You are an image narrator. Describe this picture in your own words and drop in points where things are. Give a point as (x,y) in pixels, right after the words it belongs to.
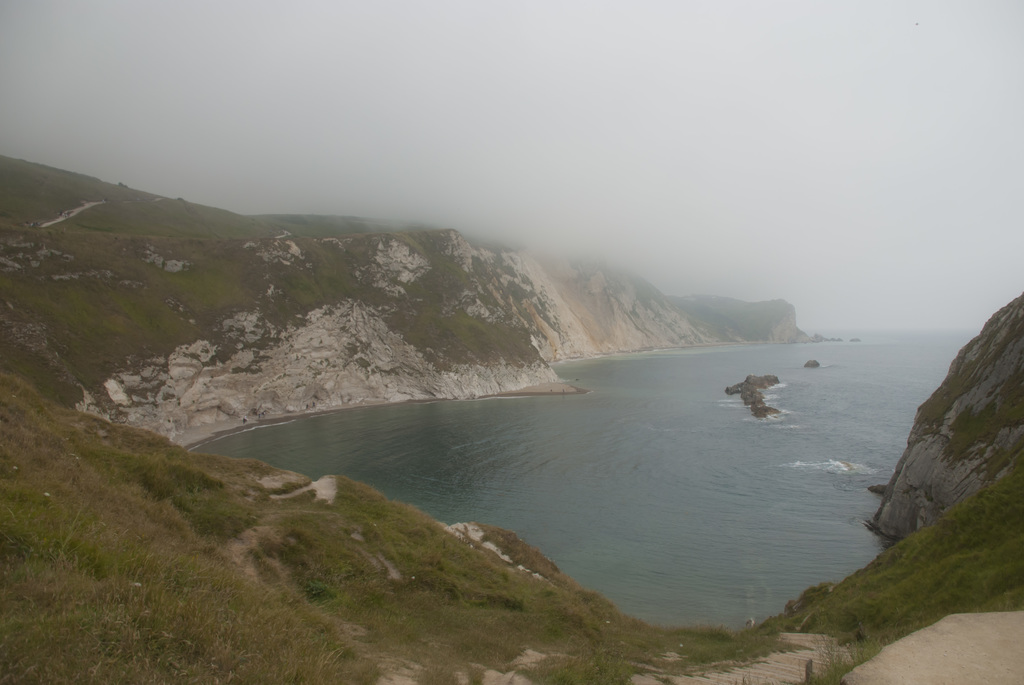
This image is taken outdoors. At the top of the image (888,185) there is a sky (984,246). At the bottom of the image (383,658) there is a ground (347,648) with grass (332,615) on it. In the middle of the image (537,434) there is a sea (624,402) and there are a few hills (321,303).
